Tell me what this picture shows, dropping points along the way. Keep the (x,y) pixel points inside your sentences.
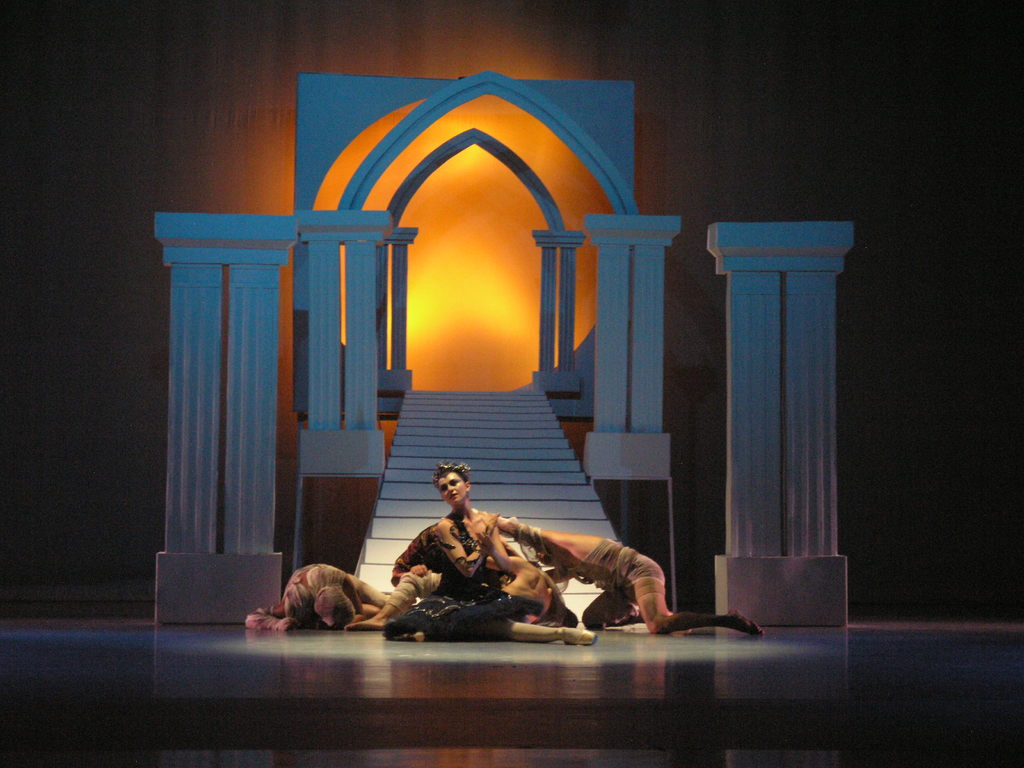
Here in this picture we can see a group of people (511,580) performing an act on the stage (433,643) over there and behind them we can see steps (455,455) and an arch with pillars (250,355) beside that present over there and all of them are present over there in different kind of makeup (463,545) over there.
